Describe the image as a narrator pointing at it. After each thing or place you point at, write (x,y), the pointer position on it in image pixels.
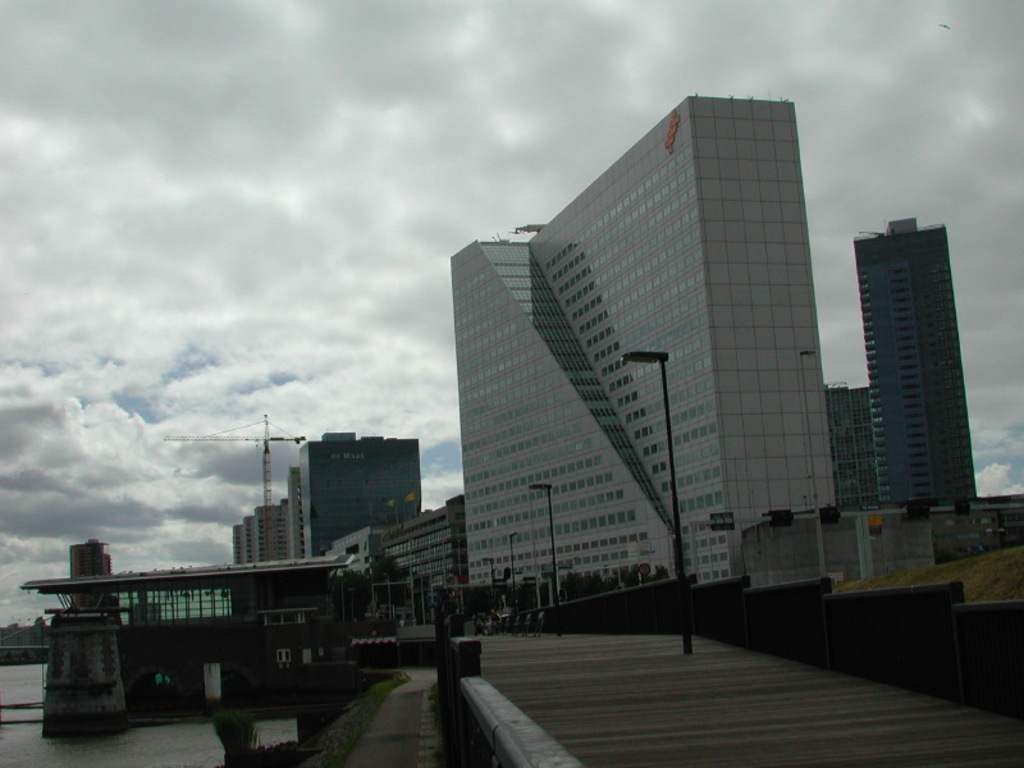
In this image we can see buildings (421,535), poles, street lights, construction cranes (267,448), ground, water (29,700) and sky (127,404) with clouds (124,416).
